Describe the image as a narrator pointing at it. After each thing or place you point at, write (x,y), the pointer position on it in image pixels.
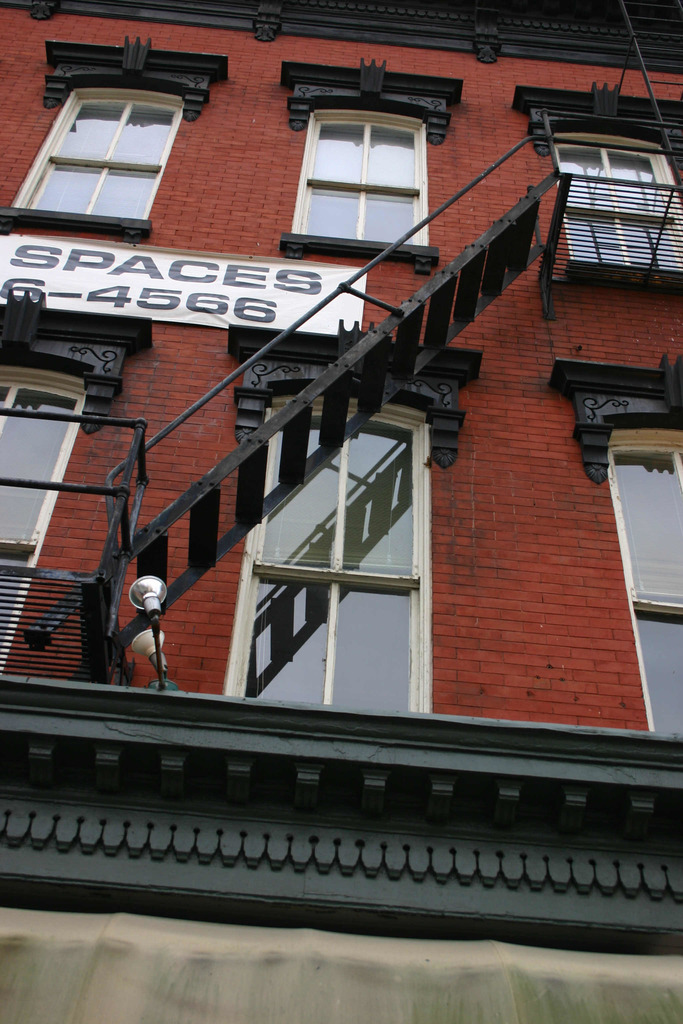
In this image, we can see there is a building (433,422) having glass windows (376,125), a ladder (554,172) attached to a wall (485,263) and a banner (206,281) attached to the brown color wall (434,497).
